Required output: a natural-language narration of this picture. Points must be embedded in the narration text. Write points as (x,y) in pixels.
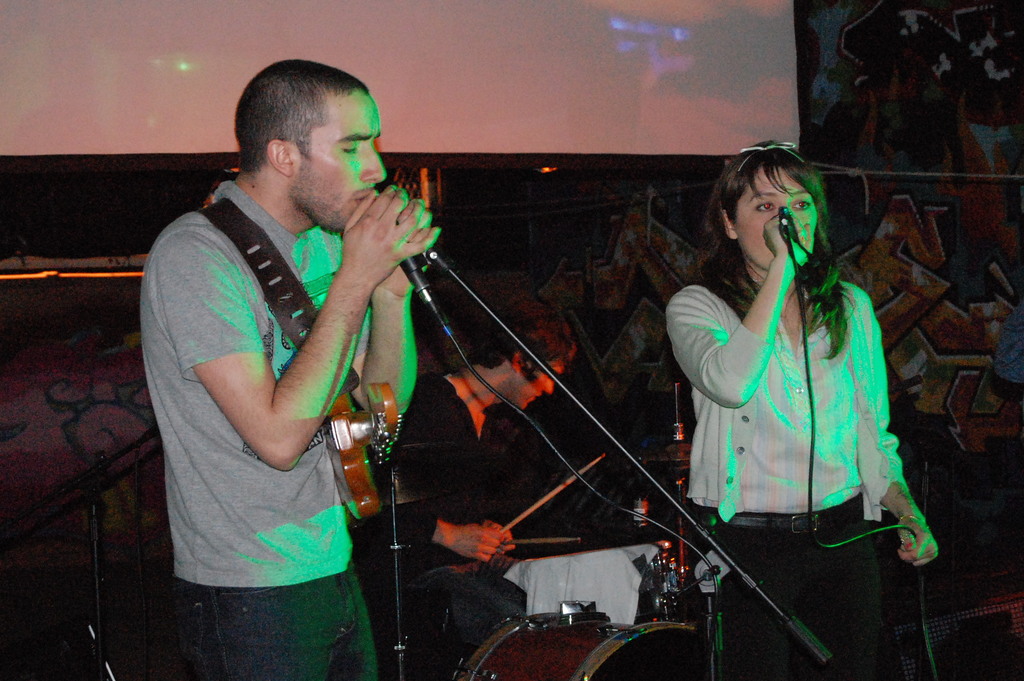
In this picture we can see one man (303,424) is standing at the left side (340,247) and he is holding a microphone (406,269) and he singing and right side (783,533) we can see one woman (843,352) is standing she is holding a microphone (786,232) and singing in between them one person (495,448) is sitting and he is playing a musical instruments (524,628).
